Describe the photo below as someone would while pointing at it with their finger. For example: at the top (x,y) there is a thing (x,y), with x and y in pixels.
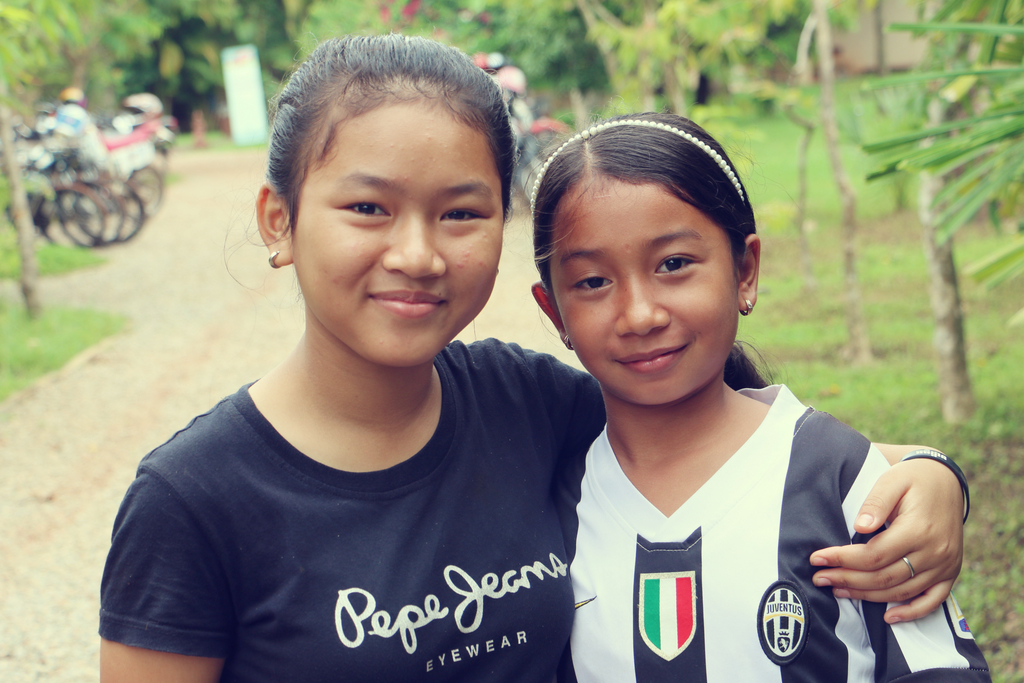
In the center of the image (474,386) two girls (439,408) are standing. On the left side of the image (57,142) some bicycles (64,170) are there. At the top of the image (233,80) sign board (245,74), trees (649,69) are present. On the right side of the image (889,341) grass (893,345) is there. In the middle of the image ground (201,339) is present.
